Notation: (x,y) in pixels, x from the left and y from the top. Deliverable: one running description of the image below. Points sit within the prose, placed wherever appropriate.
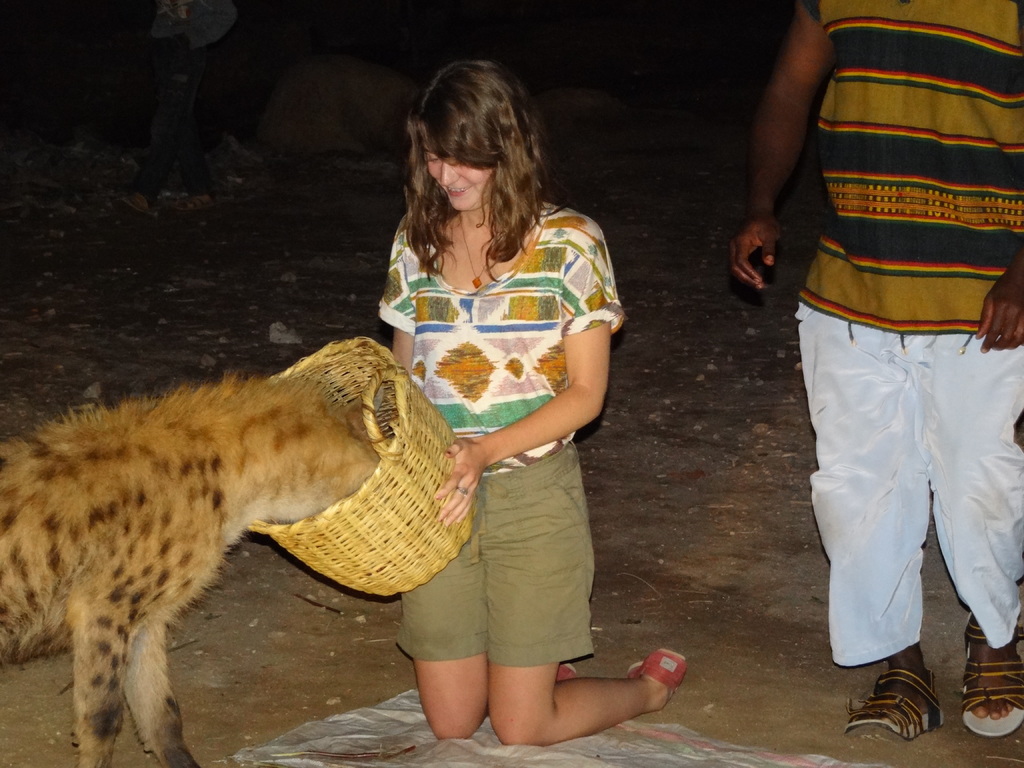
In this image we can see a woman (538,274) holding a basket (377,477) and feeding the animal (286,511). And beside we can see one person (904,602) standing. And we can see the ground (249,236).
